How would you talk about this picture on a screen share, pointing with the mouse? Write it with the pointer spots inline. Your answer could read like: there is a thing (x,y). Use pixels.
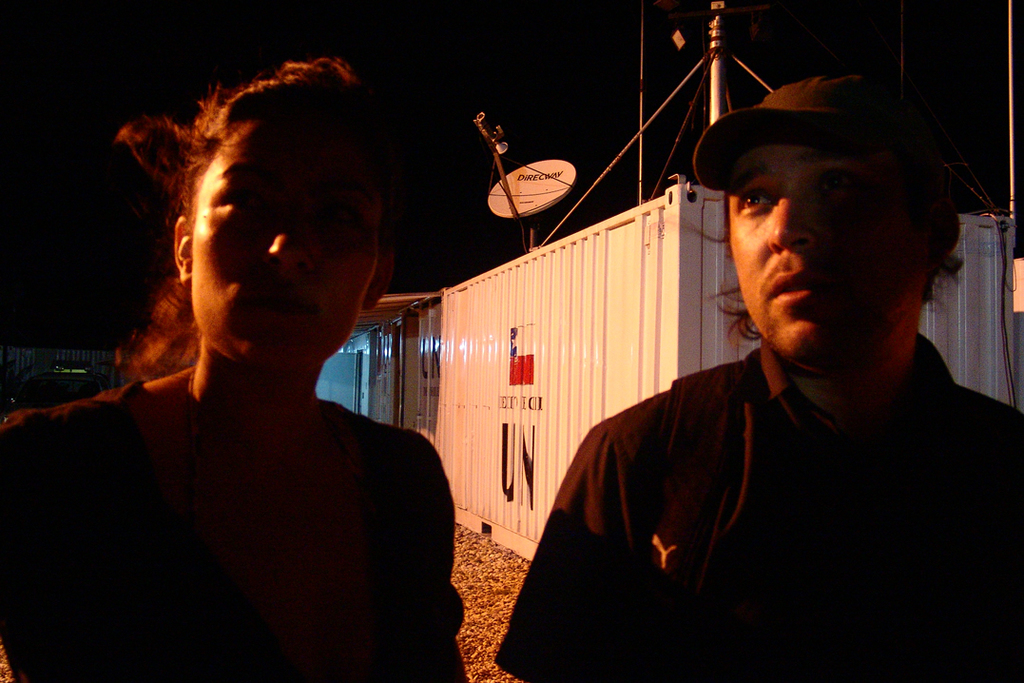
In the foreground (292,431), I can see two persons (614,535) on the road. In the background (529,397), I can see metal objects (516,297), poles (642,181), wires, fence (574,240), vehicles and the sky (30,14). This picture taken, maybe during night.
